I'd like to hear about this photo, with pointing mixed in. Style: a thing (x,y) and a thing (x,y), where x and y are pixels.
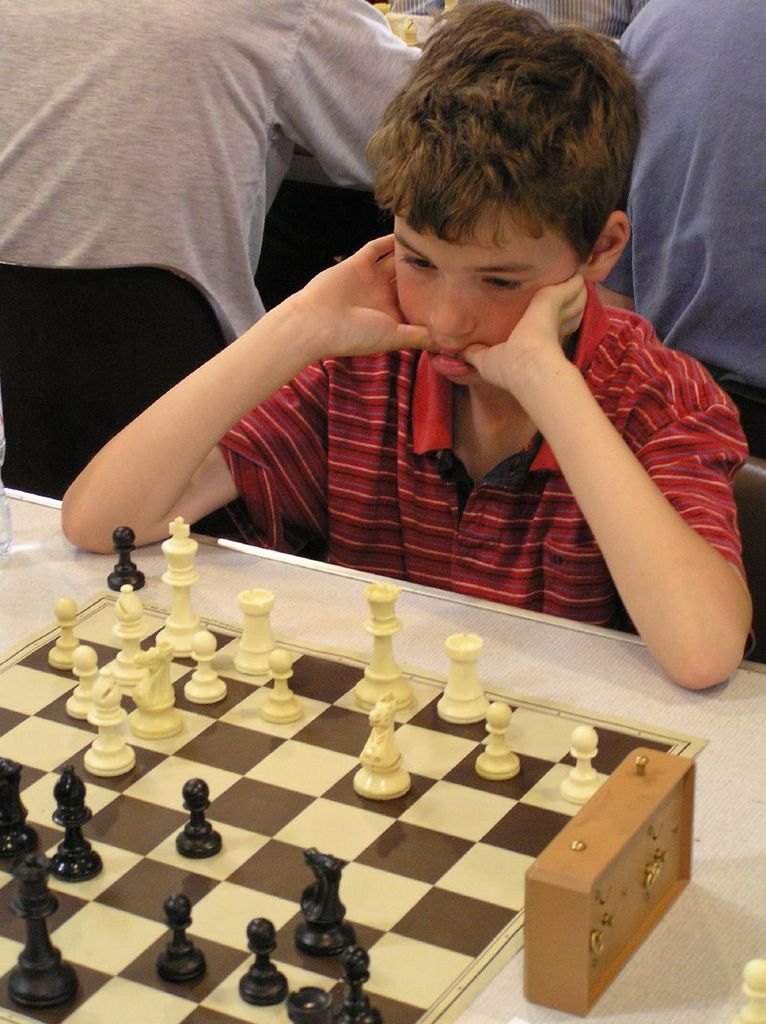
This picture describe about the small boy (507,438) wearing red strip t-shirt (540,587) sitting on the chair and seeing the chess board (147,775) which is placed on the table (753,742) and a timer watch (573,945) beside the chess board (476,920), Behind we can see a two person (183,169) sitting on chair (151,280) wearing white t-shirt (154,254) and blue t-shirt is playing the chess game (408,21).
